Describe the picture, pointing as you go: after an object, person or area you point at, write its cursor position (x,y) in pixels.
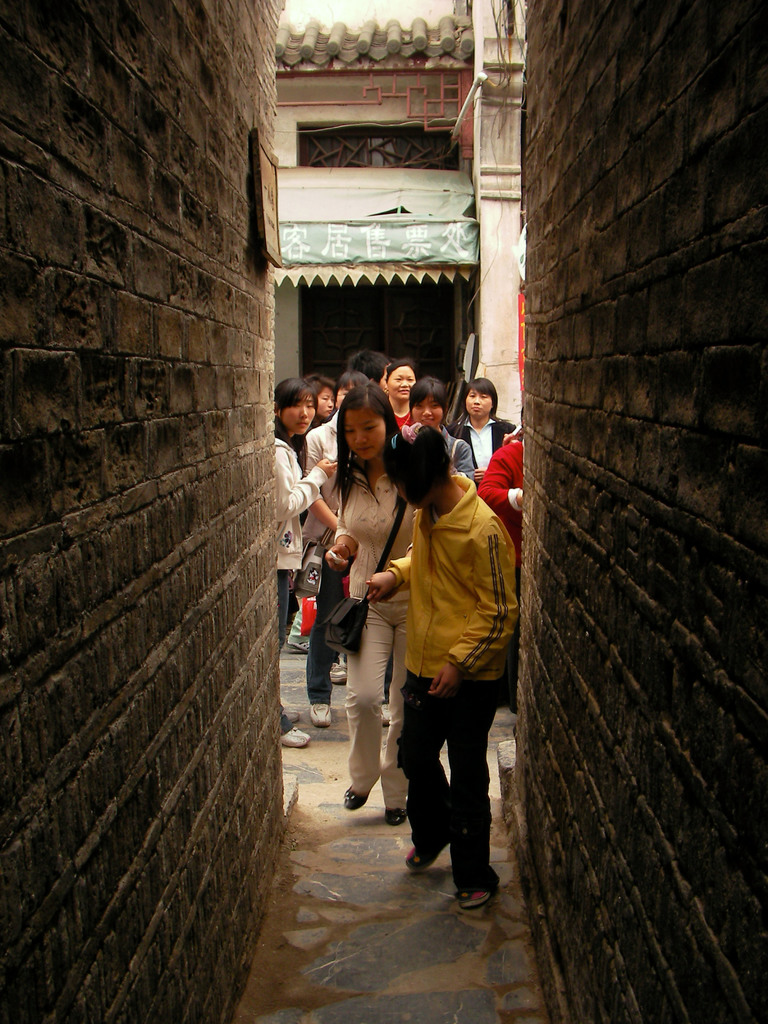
In this picture I can see few people (449,427) are standing in between the buildings (100,859).
